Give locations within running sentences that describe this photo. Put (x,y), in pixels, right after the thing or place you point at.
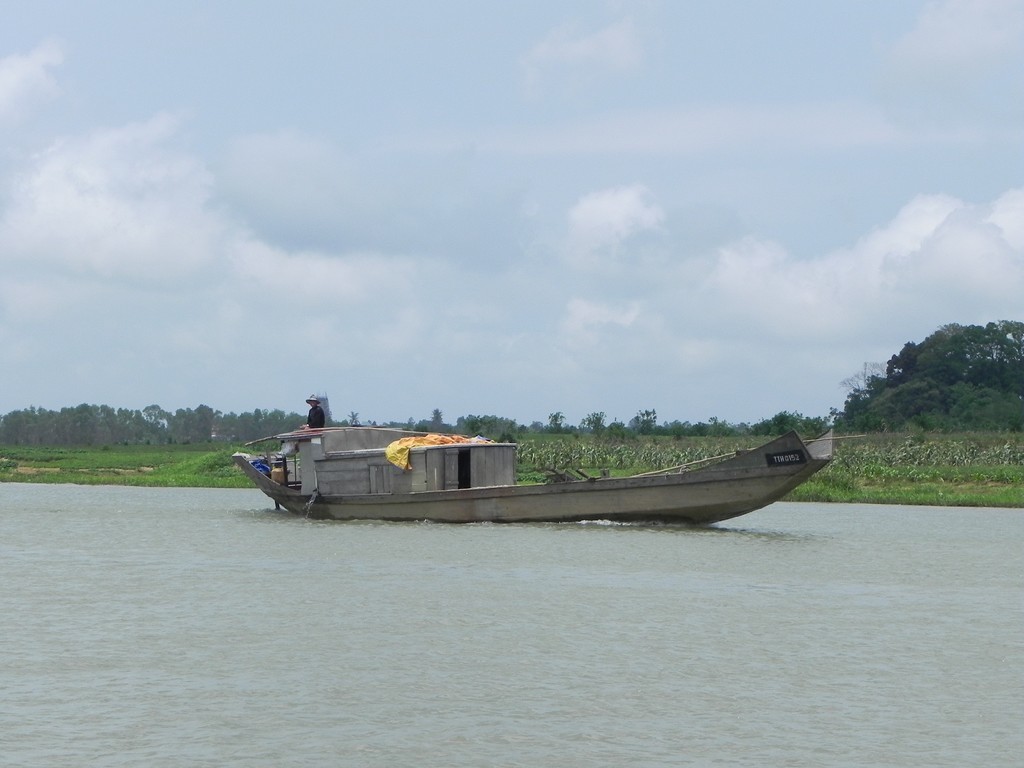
In this picture we can observe a boat (384,482) floating on the water (350,617). There is some grass (167,464) on the ground (884,457). In the background (120,442) there are trees (622,429) and a sky (393,243) with clouds (382,271).
